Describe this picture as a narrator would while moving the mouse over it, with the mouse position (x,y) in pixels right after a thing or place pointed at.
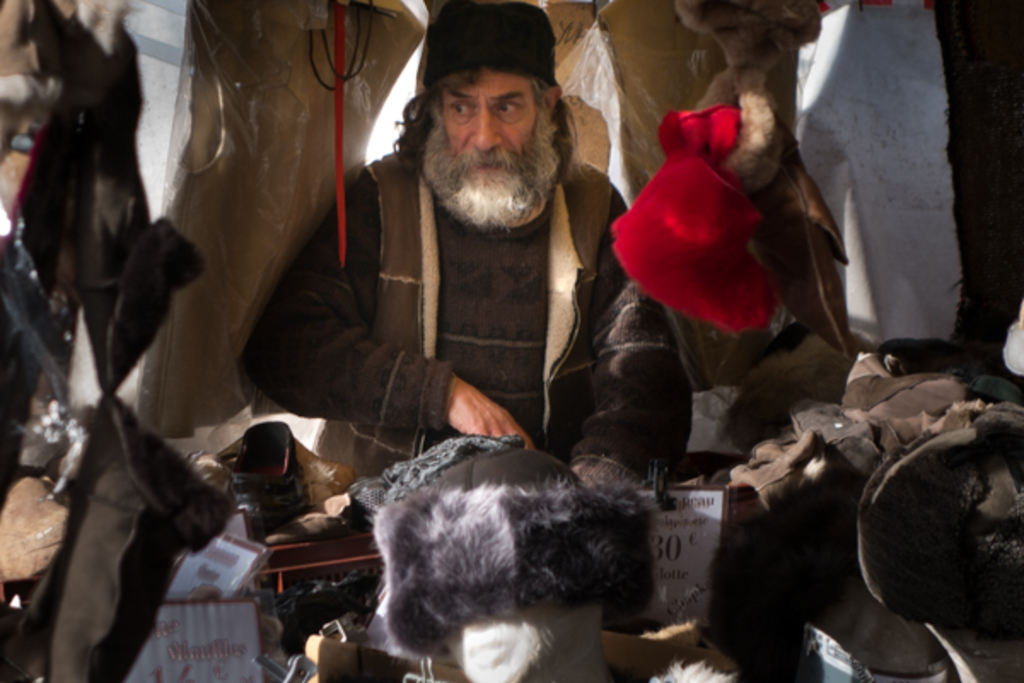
In this image we can see a person (451,319) standing, in front of him there are many clothes (542,572) and some clothes (790,224) are hanging.
